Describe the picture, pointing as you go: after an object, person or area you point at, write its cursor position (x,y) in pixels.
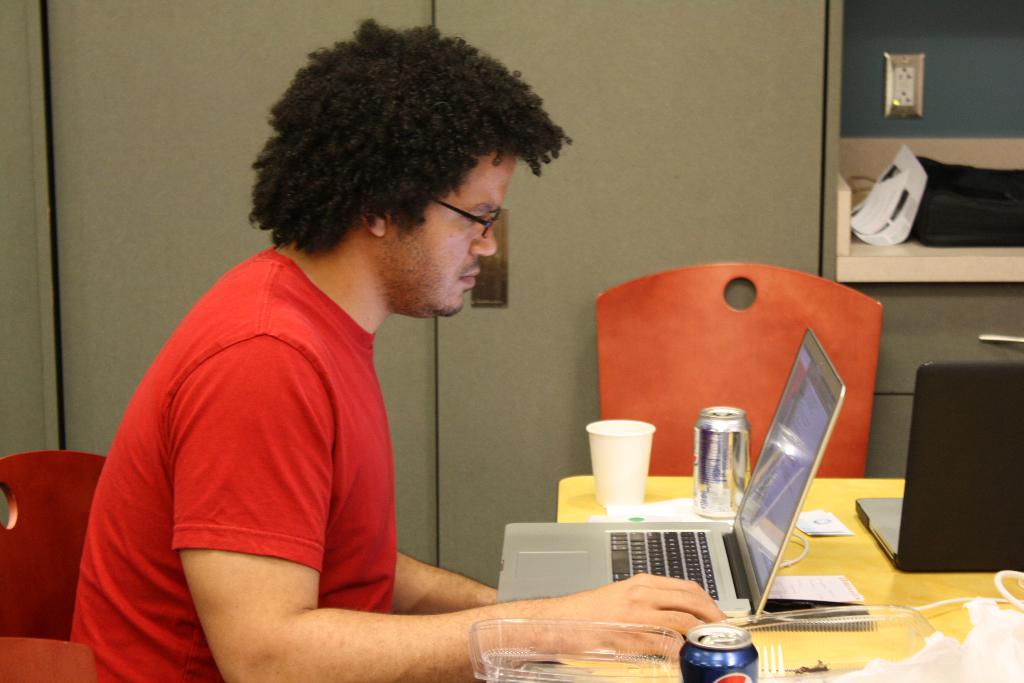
Here is a man (291,565) sitting and watching laptop (680,554). This is a table (920,590) where two laptops (960,539), coke tins (700,665), tumbler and some objects (854,625) are placed. This is an empty chair (708,362). this looks like a rack (951,258).
